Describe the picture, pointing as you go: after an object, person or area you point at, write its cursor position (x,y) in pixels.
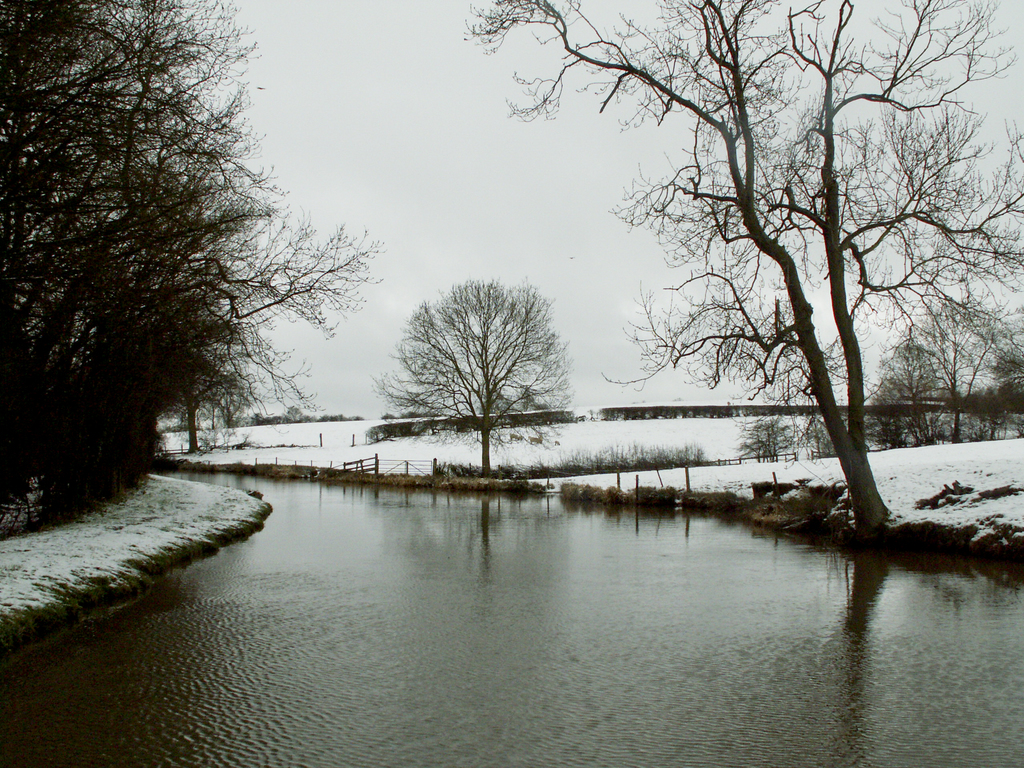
This is an outside view. At the bottom (552,641) there is a river (432,590). In the background (648,323) there are some trees (508,348). On the ground (646,421), I can see the snow (925,478). At the top of the image (423,138) I can see the sky (405,99).
